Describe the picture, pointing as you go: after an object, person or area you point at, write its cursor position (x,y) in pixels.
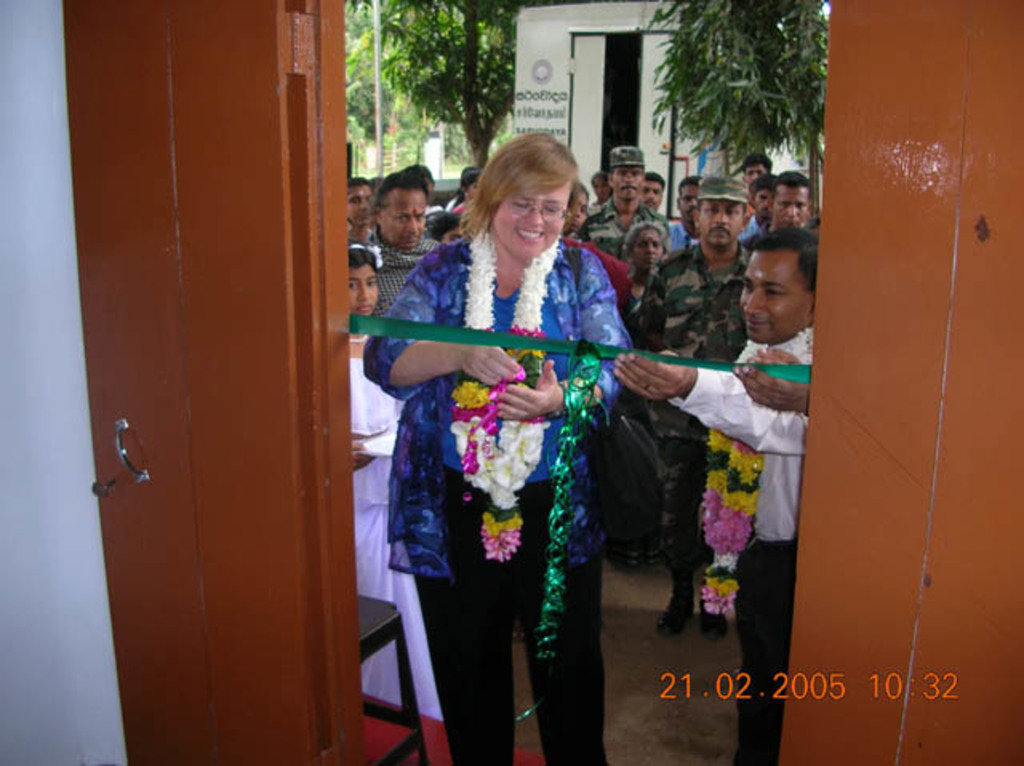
In this image we can see a group of people (545,381) standing on the ground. One woman (442,364) is holding an object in her hand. In the foreground of the image (217,180) we can see a door (817,411) and a ribbon (445,338). At the top of the image (602,19) we can see a vehicle (559,40), group of trees (705,57) and a pole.
